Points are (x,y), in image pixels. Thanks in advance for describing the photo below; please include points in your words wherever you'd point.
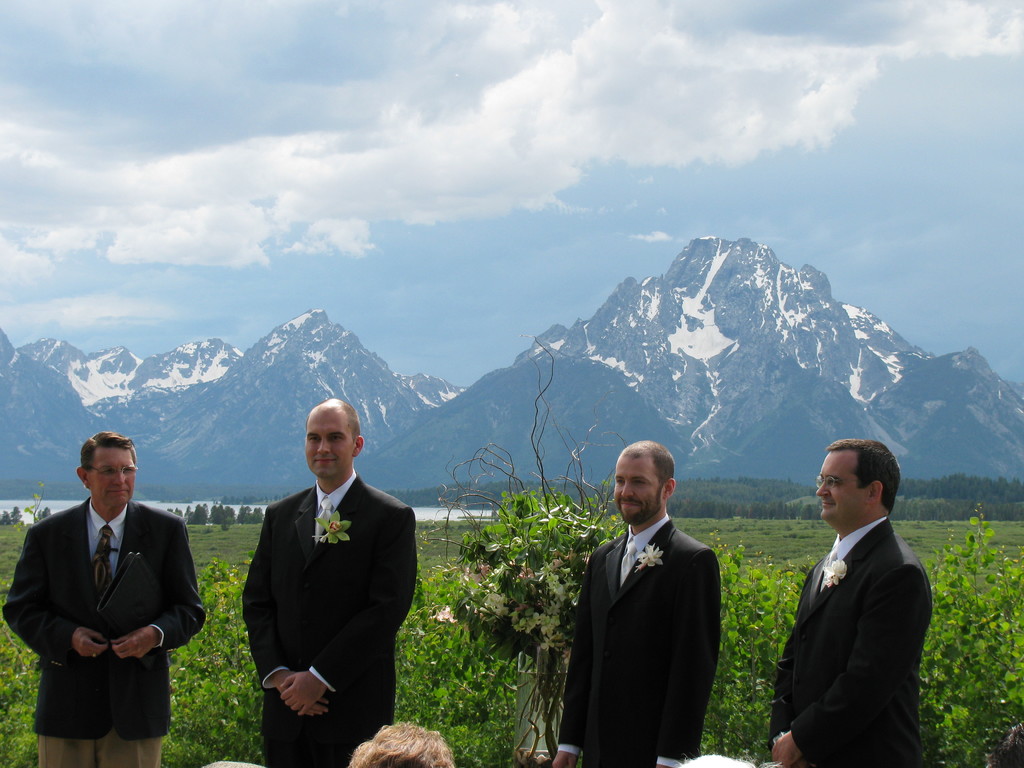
4 Men (63,693) are standing, they wore black color coats (319,645), ties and white color shirts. In the middle (407,454) there are mountains (641,359), at the top (581,84) it's a cloudy sky (636,73).
